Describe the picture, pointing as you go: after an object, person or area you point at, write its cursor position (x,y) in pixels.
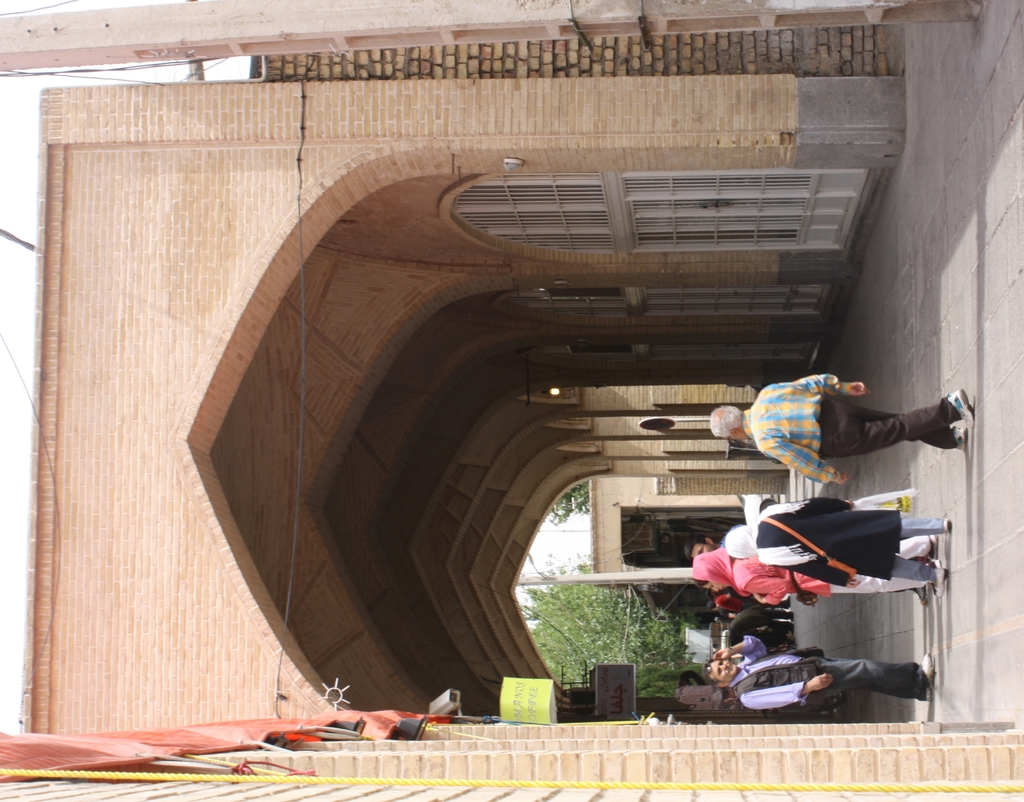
In this image I can see some people (822,503) on the road (951,624). I can see the arch (227,403).
